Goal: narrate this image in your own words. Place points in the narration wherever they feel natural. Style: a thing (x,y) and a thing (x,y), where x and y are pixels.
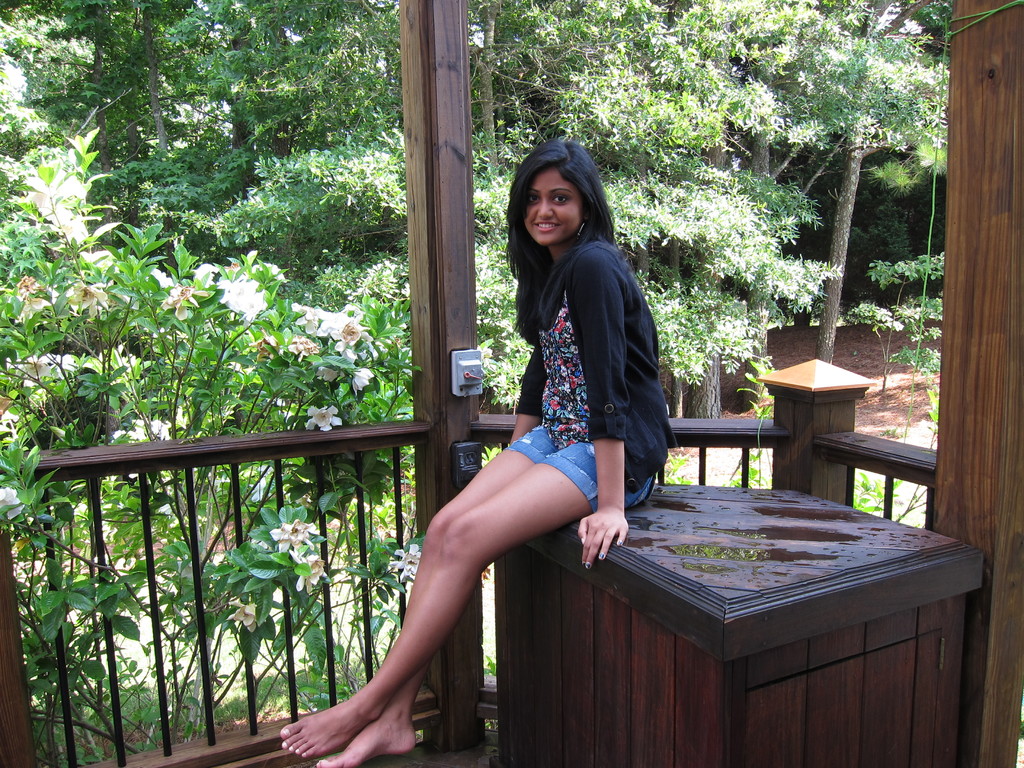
A woman (546,182) is posing to camera sitting on a furniture (624,560) with some plants (761,262) in the background (240,173).
